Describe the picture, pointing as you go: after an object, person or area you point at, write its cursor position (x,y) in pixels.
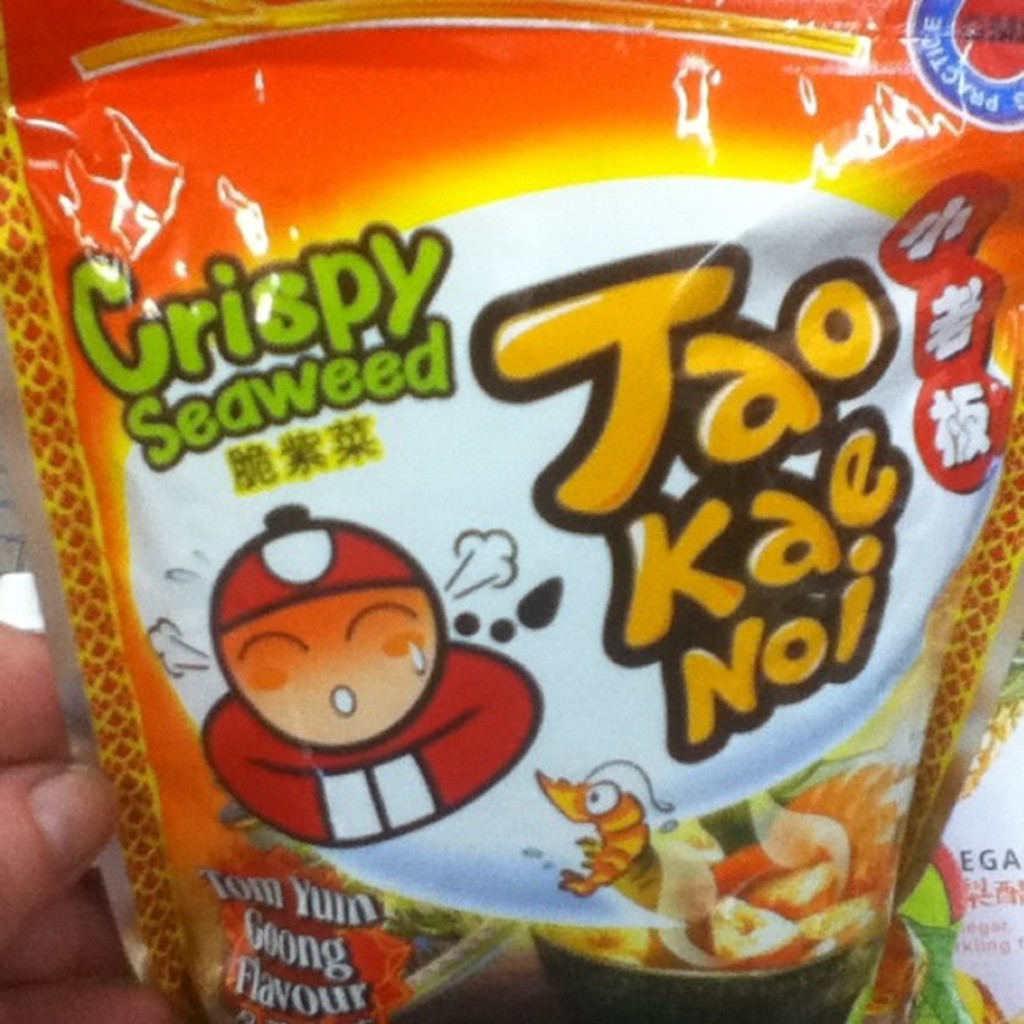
In this image there is a sachet (471,582) in a person's (93,886) hand (99,840).
